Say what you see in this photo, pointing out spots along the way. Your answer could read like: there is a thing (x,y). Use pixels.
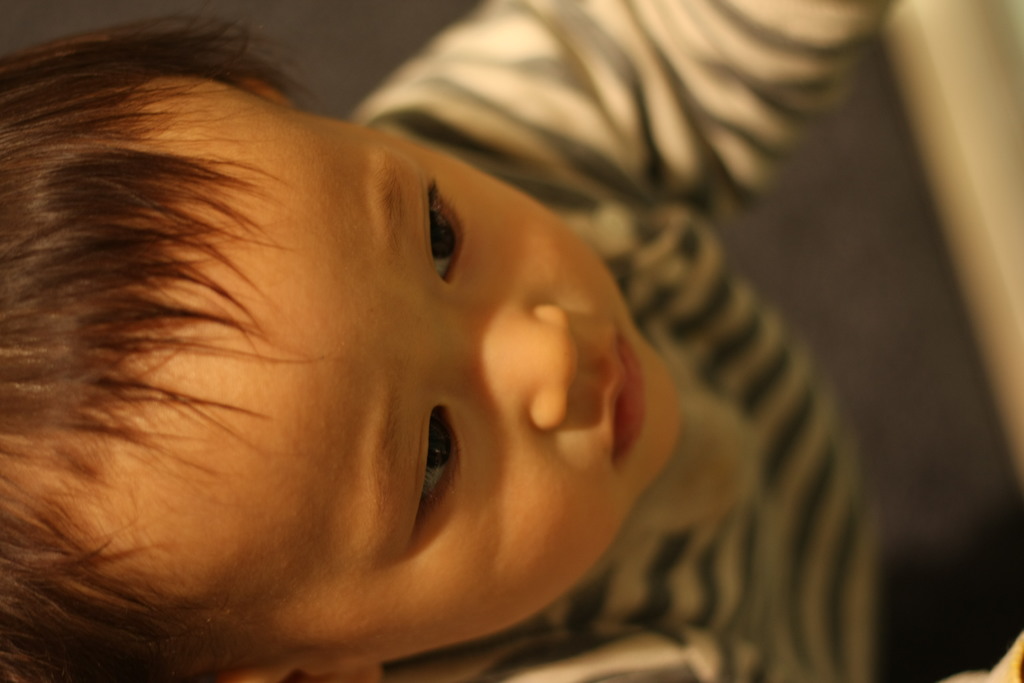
In this image we can see kid (432,516).
